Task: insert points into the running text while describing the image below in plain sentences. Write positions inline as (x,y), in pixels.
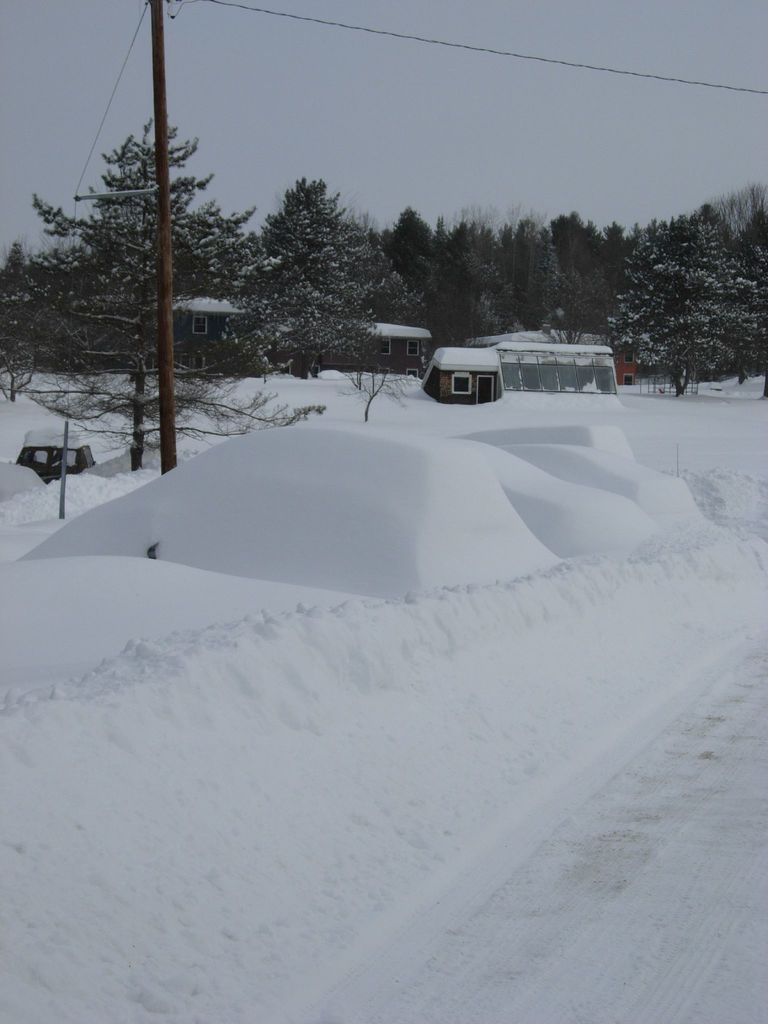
In this image we can see there are trees (490,308), houses (570,349), poles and snow (196,435). In the background (302,108) we can see the sky (273,103).
